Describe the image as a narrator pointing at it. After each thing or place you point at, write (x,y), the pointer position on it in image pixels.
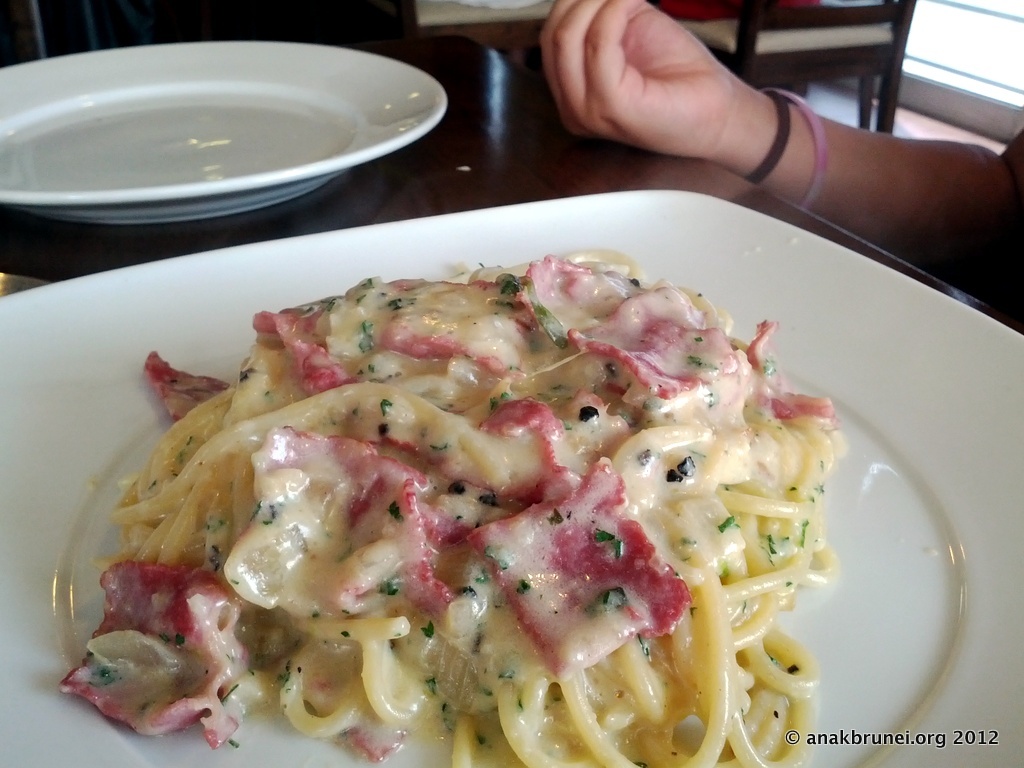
On this table (534,147) there are plates (178,303) and food (542,330). Here we can see a person hand (583,34). Bottom of the image (943,732) there is a watermark (945,738).
